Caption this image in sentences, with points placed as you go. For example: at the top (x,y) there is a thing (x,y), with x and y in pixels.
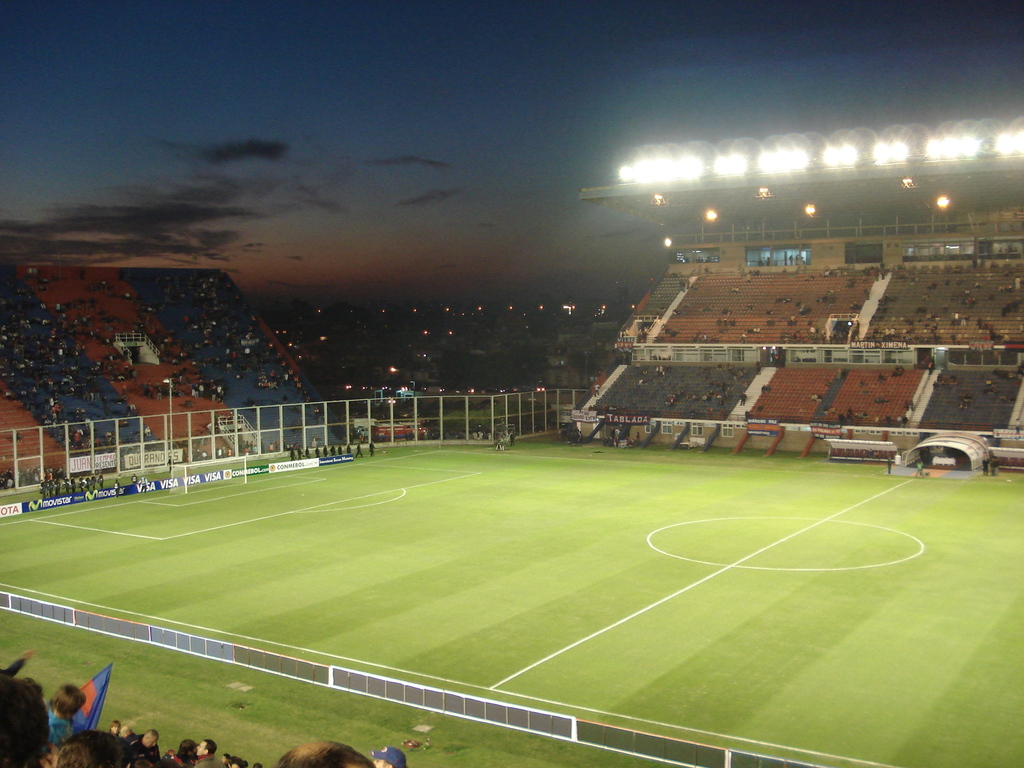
This is clicked in a football stadium (355,665), there is grass field (355,665) in the middle (440,478) with audience (756,332) sitting around it on chairs (891,307) and looking at the field (970,754) and above its sky (255,169) with clouds (105,222).
